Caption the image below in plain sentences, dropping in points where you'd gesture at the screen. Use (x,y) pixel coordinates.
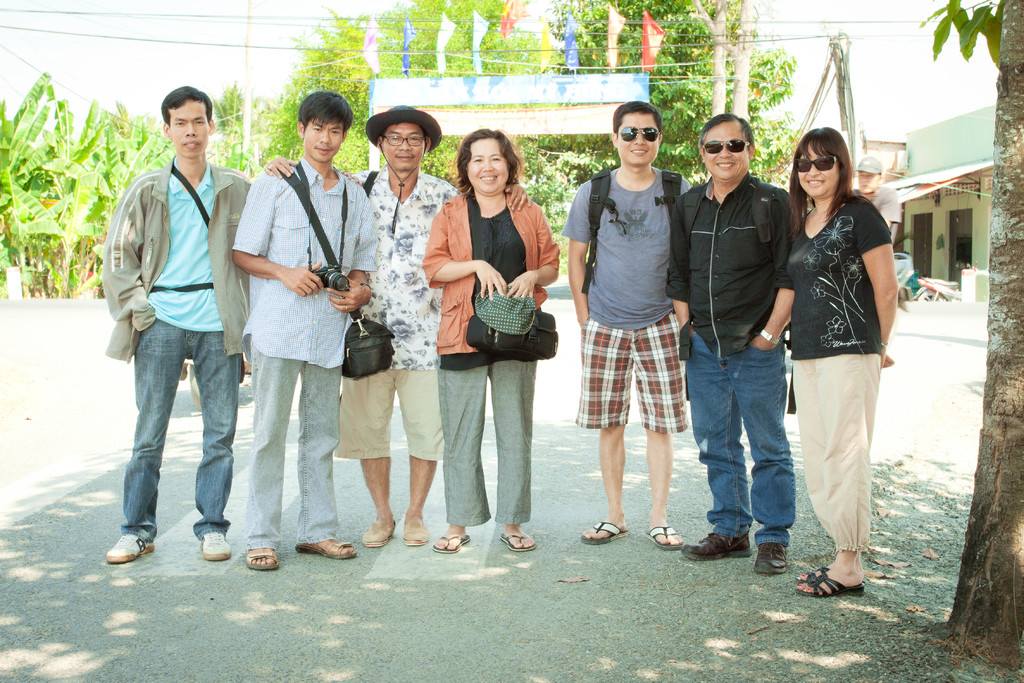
This picture is clicked outside. In the center (520,396) we can see the group of people (349,234) wearing bags (770,224), smiling and standing on the ground (715,568). On the right (800,296) there is a woman (793,317) wearing t-shirt (860,304), smiling and standing on the ground (843,604). In the right corner (1000,50) we can see the trunk (1009,55) of a tree (1014,328) and the green leaves (986,24). In the background (889,5) we can see the sky (933,77), buildings (925,170), a person (865,186) seems to be walking on the ground (937,314) and we can see the flags (547,41), trees (435,75) and some objects (932,284) lying on the ground (971,318).
